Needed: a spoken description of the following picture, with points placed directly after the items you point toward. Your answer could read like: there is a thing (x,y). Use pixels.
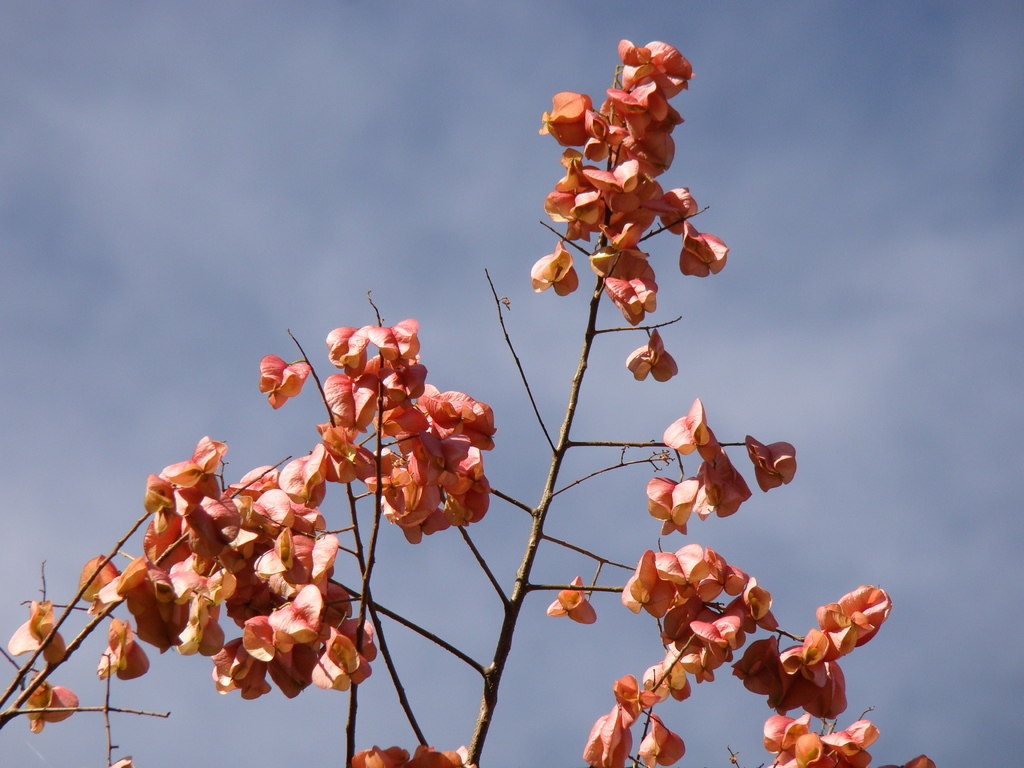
In this image we can see some flowers (604,184) to the plant (506,602). In the background (292,216) we can see the cloudy sky (424,190).
